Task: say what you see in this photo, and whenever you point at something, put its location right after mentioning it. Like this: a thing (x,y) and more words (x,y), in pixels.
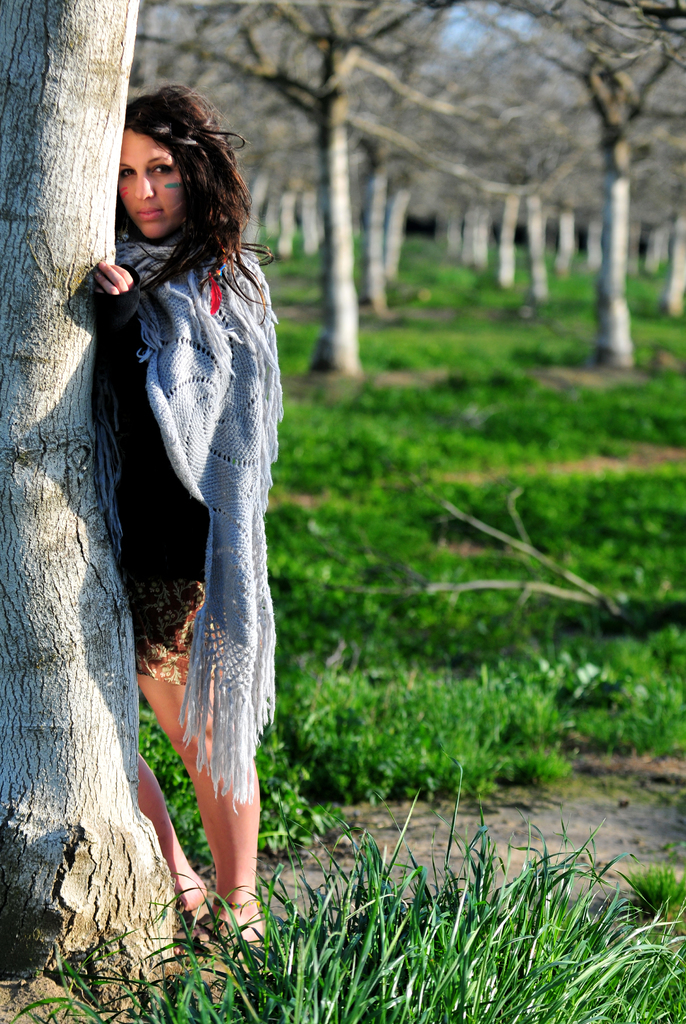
In this image I can see a person (205,291) standing wearing black and gray color dress (171,479), at the back (319,202) I can see dried trees (441,125) and grass (426,489) is in green color, and the sky (477,27) is in blue color.
